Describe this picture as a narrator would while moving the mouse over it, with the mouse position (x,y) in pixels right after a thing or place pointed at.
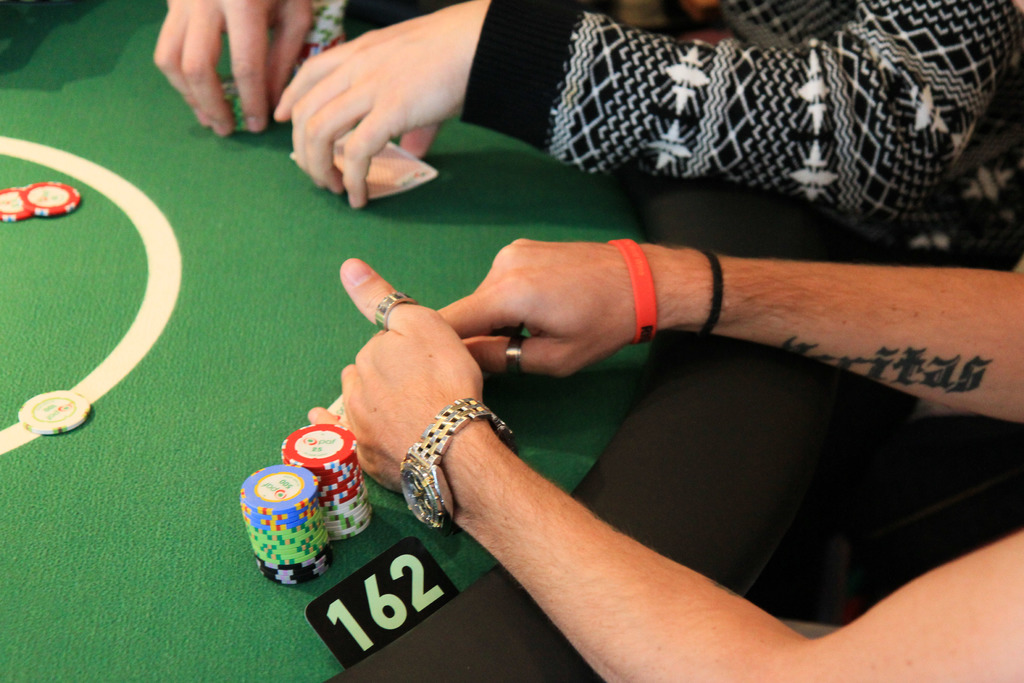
In this image we can see coins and number tag (378,578) on a game board (38,271). We can see two persons hands (528,296) holding cards (407,168) and coins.
